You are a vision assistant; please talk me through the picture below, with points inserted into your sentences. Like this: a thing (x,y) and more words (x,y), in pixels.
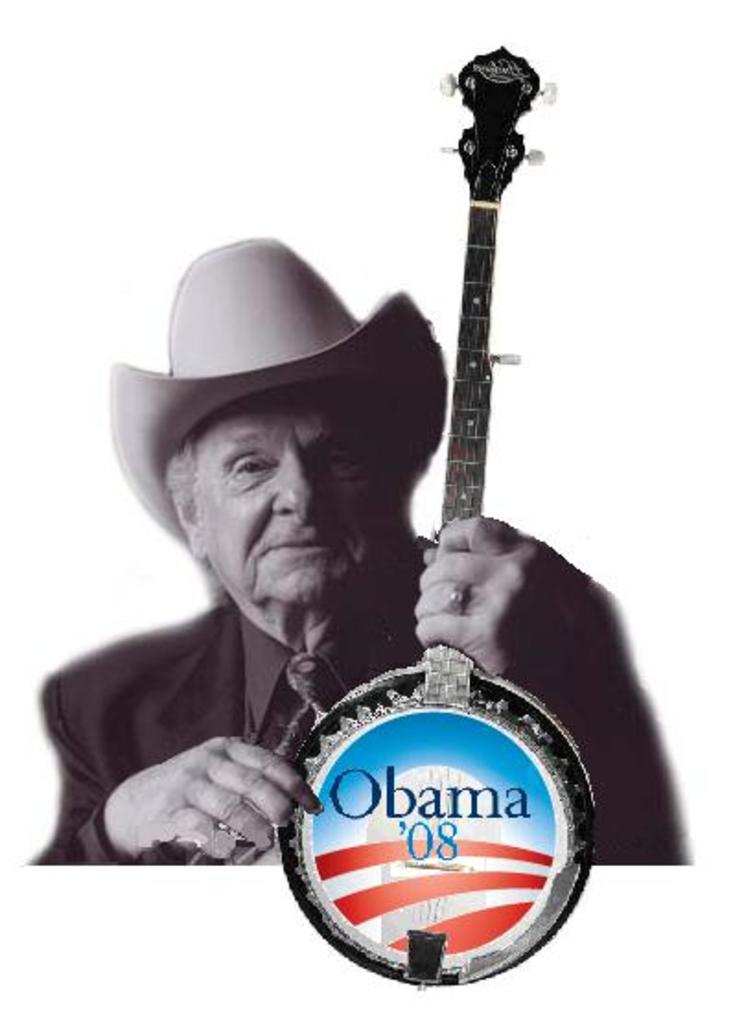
In this image we can see a man (392,417) holding the musical instrument (472,152). On the musical instrument (329,822) there is a picture (483,823) of building (431,827) and some text (392,775).
